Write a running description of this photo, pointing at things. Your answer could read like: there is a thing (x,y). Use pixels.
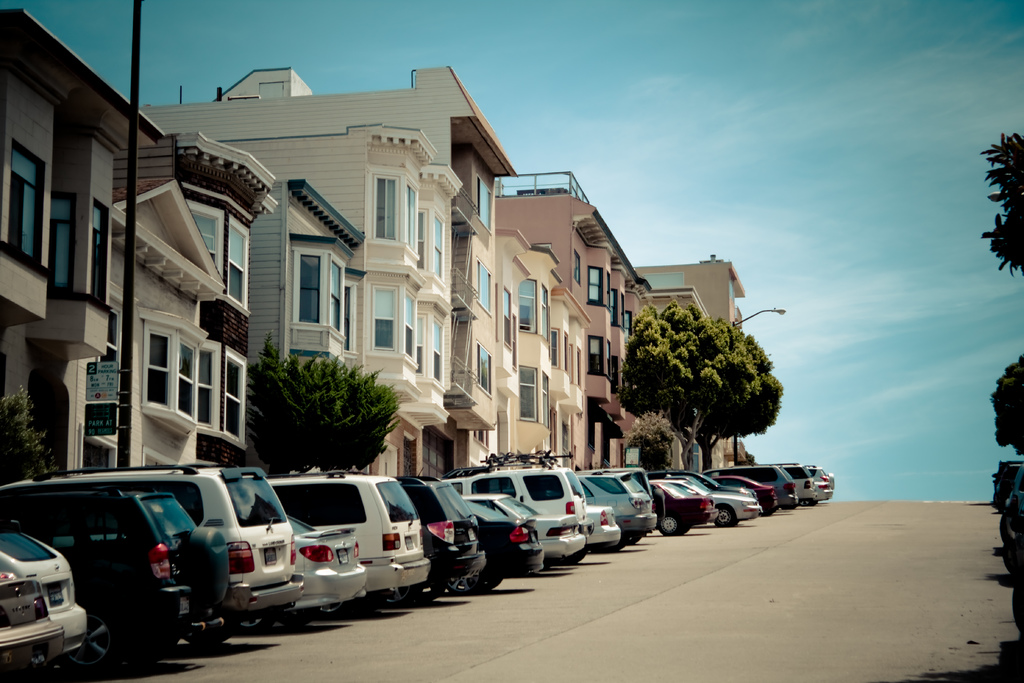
This picture is clicked outside. On the left (96,628) we can see the cars (208,514) parked on the ground (644,544) and we can see the buildings (234,357), trees (674,405) and the text (93,397) on the boards (111,421) which are attached to the pole (126,375). In the background (149,16) we can see the sky (777,115), lamp post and the buildings (717,309). In the right corner (1017,162) we can see the green leaves (1001,171) and some objects (1013,486).
